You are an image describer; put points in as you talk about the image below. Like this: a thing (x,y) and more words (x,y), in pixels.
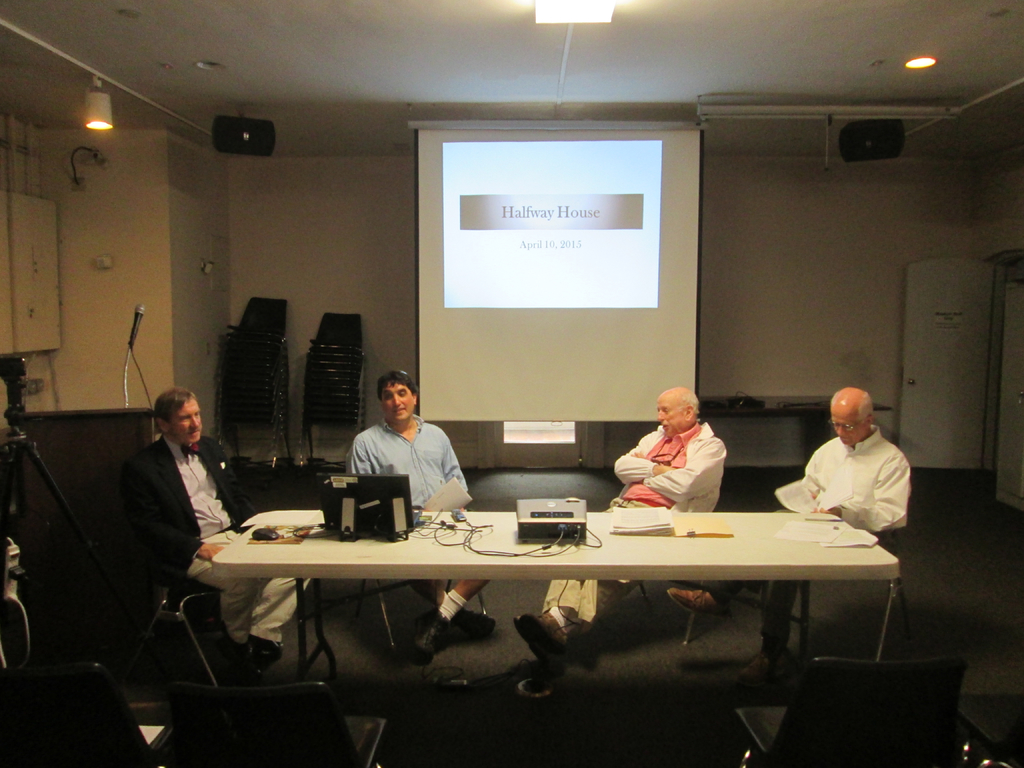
Here we can see that a group of people (171,510) are sitting on the chair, and in front (591,533) there is table (603,528) and papers (452,497) and some other objects (551,525) on it, and at side there is microphone (126,345), and here is the projector (423,229) and some thing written on it, and at side here are the chairs (252,346), and at the top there are lights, and here is the door (929,355).
